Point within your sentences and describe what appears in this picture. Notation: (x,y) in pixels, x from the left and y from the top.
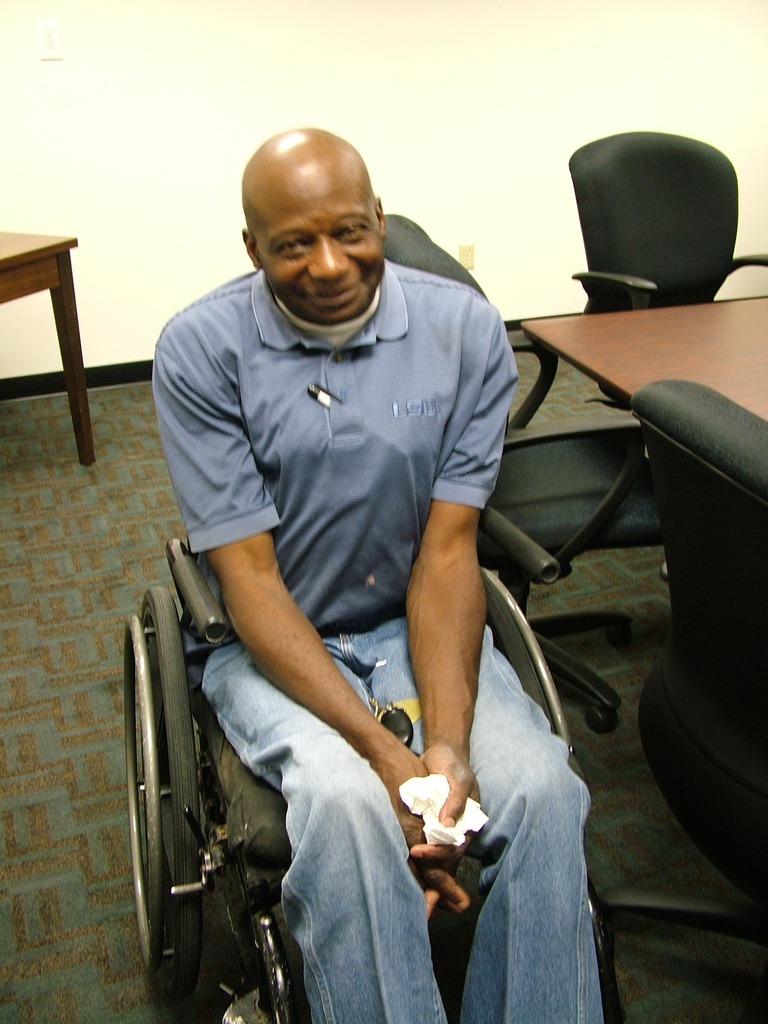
A man (253,579) is sitting on a wheelchair (168,767). Behind him there is a table (638,371) and many other chairs (620,267). In the background (312,114) there is a wall (221,104).
